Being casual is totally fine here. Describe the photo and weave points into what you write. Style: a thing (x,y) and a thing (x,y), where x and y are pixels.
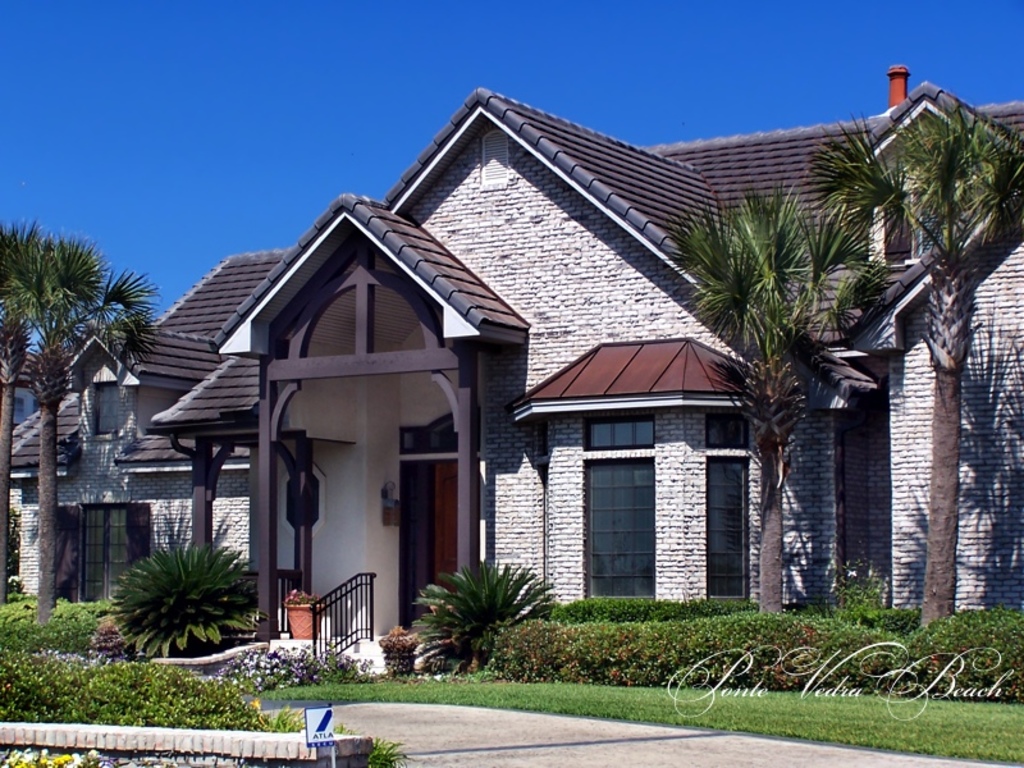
In the picture I can see a house (544,463). Here I can see the grass (667,707), plants (557,653), fence (314,624), trees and some other objects (315,732). In the background (143,96) I can see the sky (167,116). On the bottom right side of the image (815,681) I can see a watermark (799,688).
